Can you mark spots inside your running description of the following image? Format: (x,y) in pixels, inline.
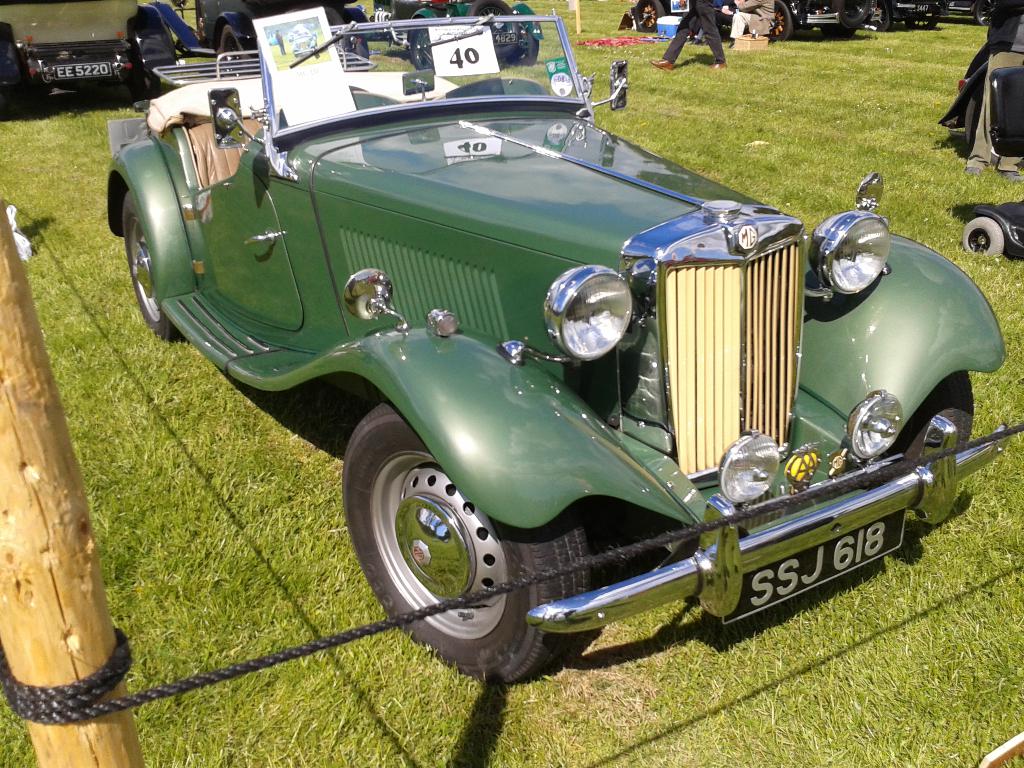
In this image I can see the ground (221,507), some grass (201,527), a wooden pole (4,345), a rope (88,684) and a car (570,279) which is green in color on the ground (212,549). In the background (982,10) I can see few other vehicles (223,42) and few persons (762,33).
